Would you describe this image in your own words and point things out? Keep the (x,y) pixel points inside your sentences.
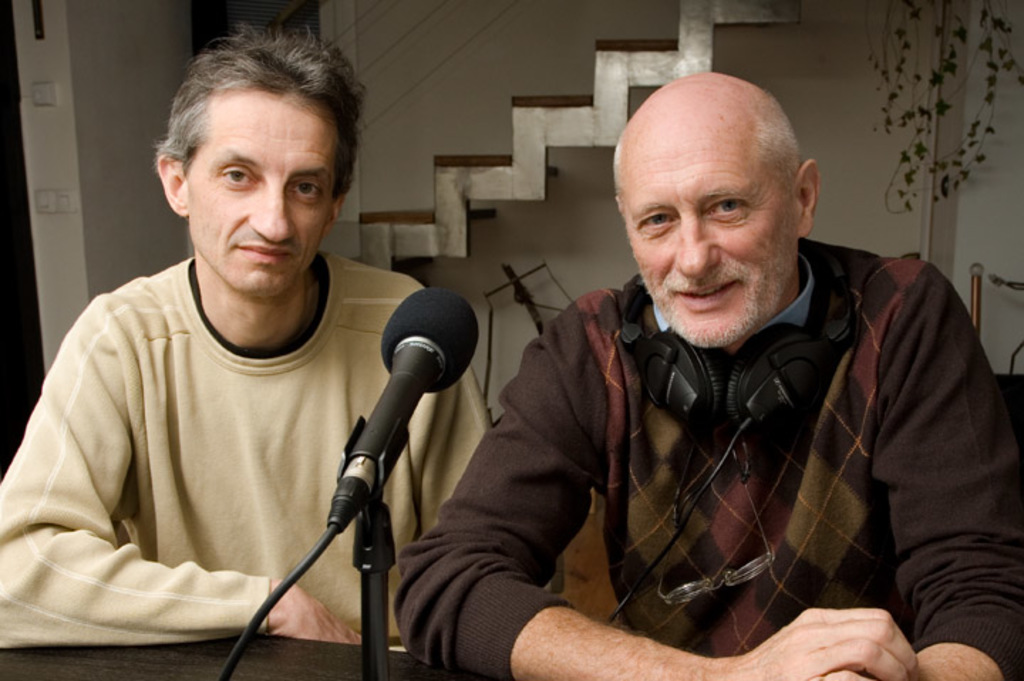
In this image, there are two men (317,367) sitting. In front of two men (647,434), I can see a mike (380,434) with a mike stand (383,591) on the table (159,670). In the background (398,262), there are stairs (697,13), wall (771,78) and a plant (922,105).
